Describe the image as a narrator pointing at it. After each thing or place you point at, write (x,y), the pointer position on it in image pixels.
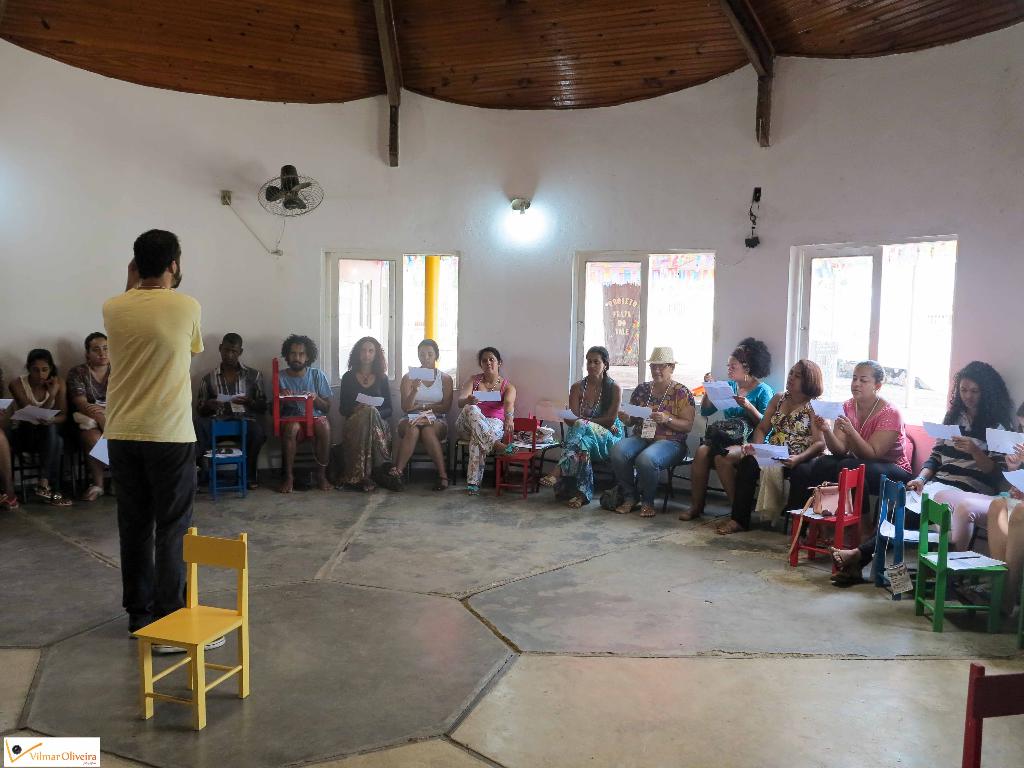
This is an inside view of a room (694,575). On the left side (146,396) there is a man (137,382) standing on the floor (83,656) facing towards the back side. In the background (962,444) few people (86,447) are sitting on the chairs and holding papers (375,400) in their hands (407,381). On the right side (902,519) there are few chairs (941,587) on which few papers (964,563) are placed. Beside this man (131,550) there is an empty chair (191,606). In the background (403,319) there are three windows (441,306) to the wall (253,285). At the top (524,218) there is a light (522,232) and a fan (300,183) are attached to the wall (166,136). At the top of the image (325,34), it seems to be the roof (655,29).
